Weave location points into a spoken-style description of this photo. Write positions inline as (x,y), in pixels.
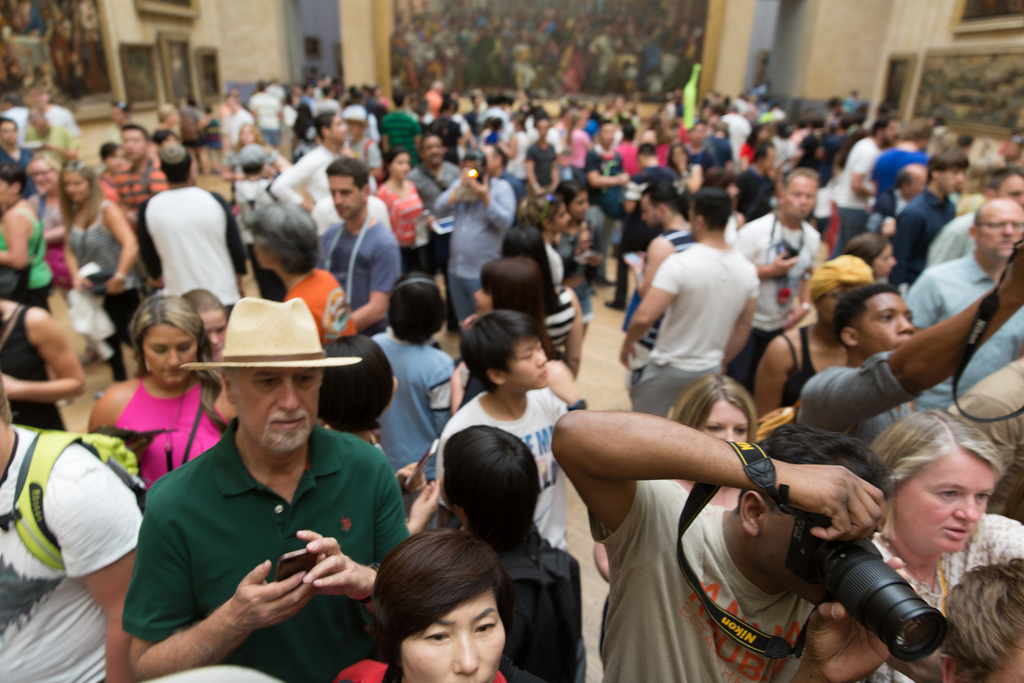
In this image we can see people (753,352) standing on the floor (241,290). In the background (318,42) there are wall hangings (651,55) attached to the walls (316,74).
